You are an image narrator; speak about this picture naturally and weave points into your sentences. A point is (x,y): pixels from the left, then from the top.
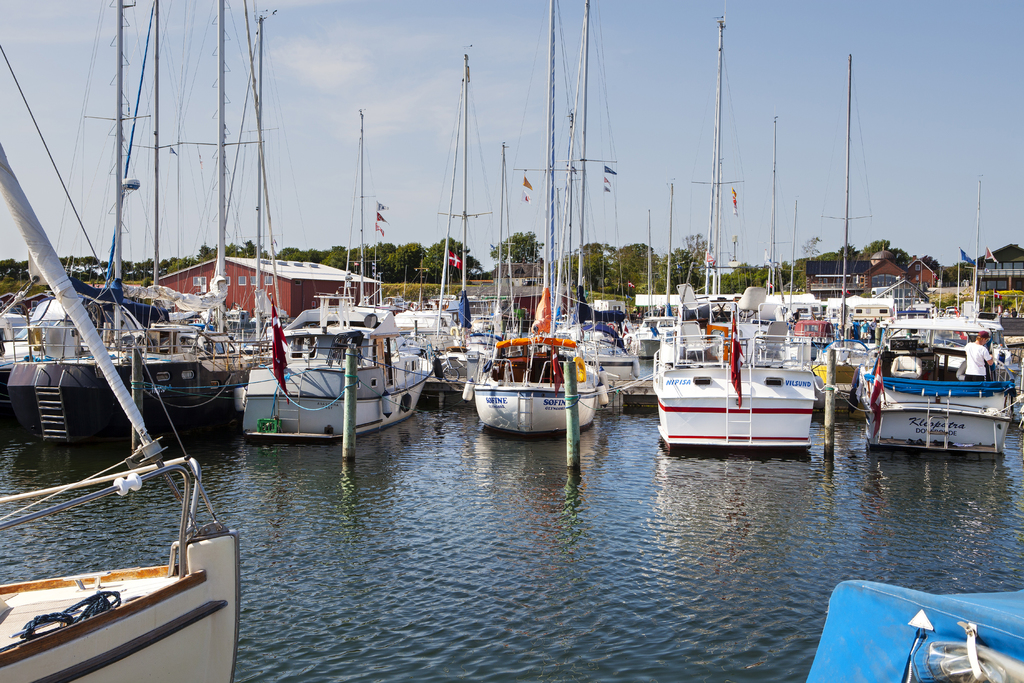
In this image, we can see some boats (946,372) floating on the water (701,602). There are trees (425,273) in the middle of the image (379,274). There is a sky (343,241) at the top of the image (416,12).
